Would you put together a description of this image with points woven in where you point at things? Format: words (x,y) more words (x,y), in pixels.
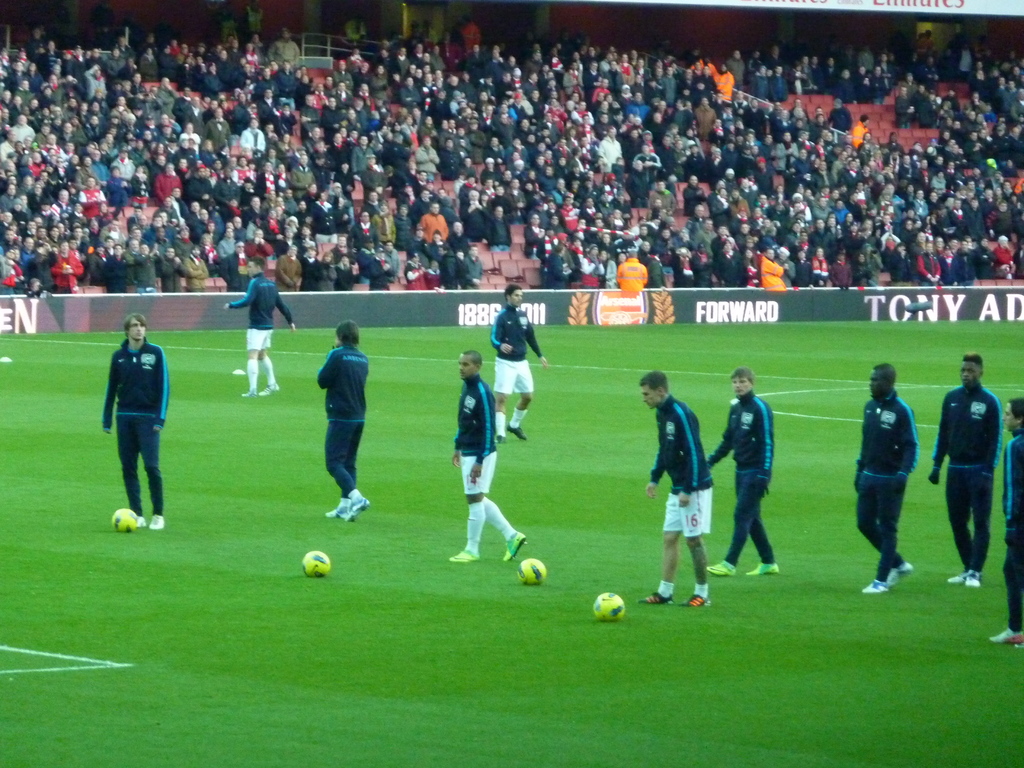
In this picture I can see few players (677,518) on the ground (706,434) and I can see few footballs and I can see audience (506,164) and few advertisement boards (484,321) with some text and picture looks like a stadium (478,372).
